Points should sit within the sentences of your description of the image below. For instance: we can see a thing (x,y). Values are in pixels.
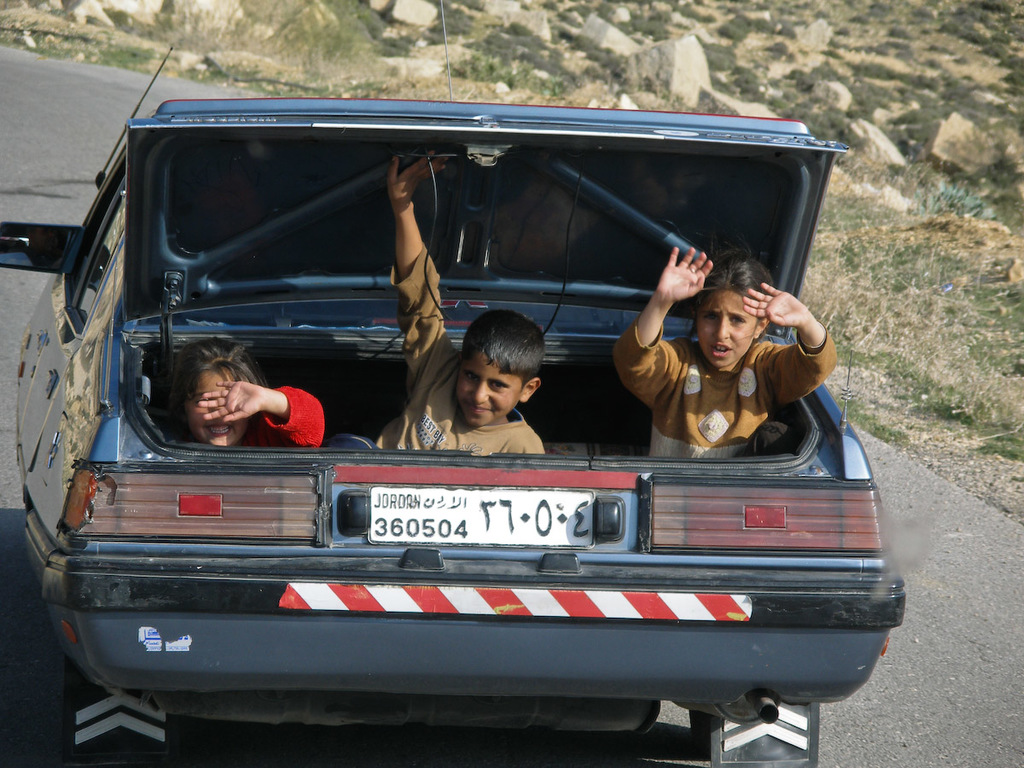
In this picture three kids (399,437) are in the car (417,470), and the car (417,470) is on the road (948,652).
